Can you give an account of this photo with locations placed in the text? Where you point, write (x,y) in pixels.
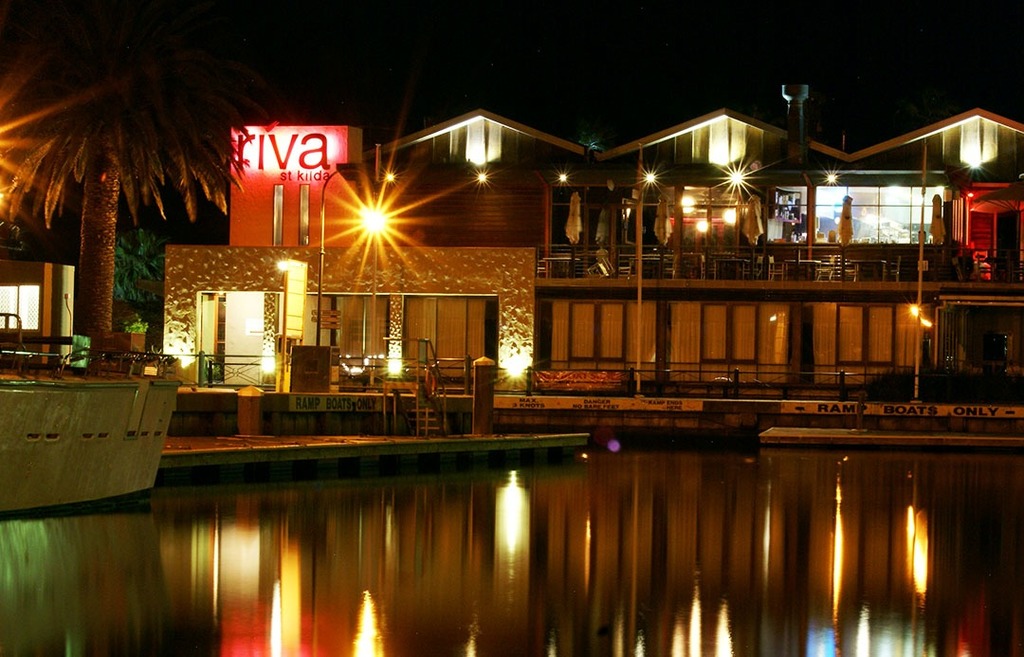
In the picture we can see water (723,478) and behind it we can see a path (638,399) on it we can see some poles (638,252) and tree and behind it we can see a building (523,237) with lights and glasses (800,235) to it.
